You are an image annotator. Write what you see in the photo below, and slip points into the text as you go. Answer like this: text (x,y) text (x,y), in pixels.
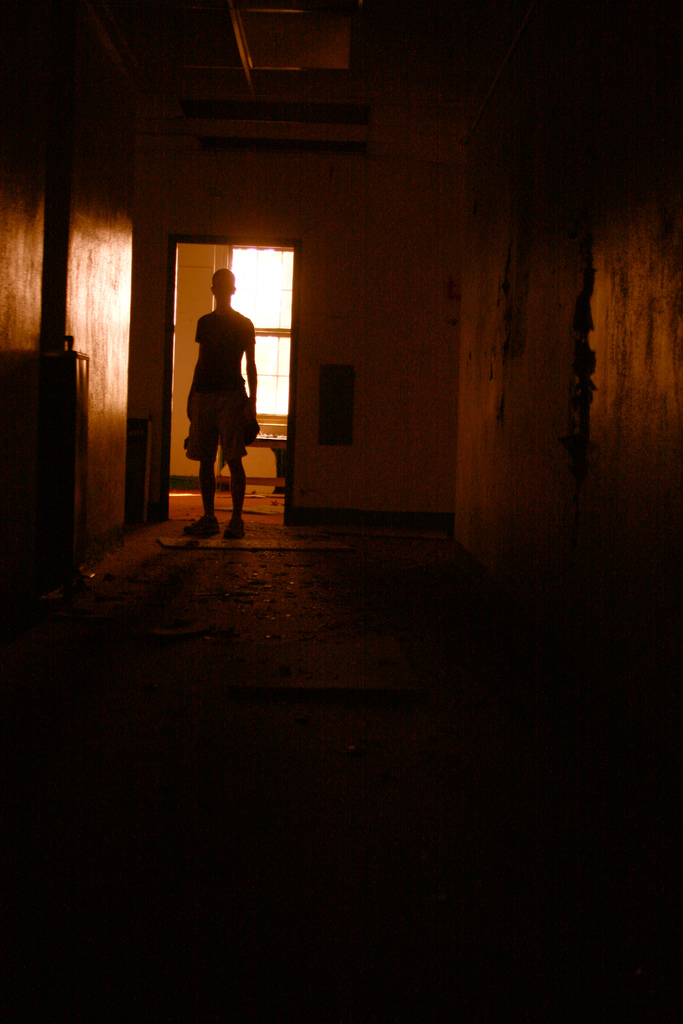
In this image, we can see a person (211,497) standing on the floor (333,575). In the middle of the image (276,358), we can see the walls (511,54), window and few objects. At the bottom of the image (289,907), we can see the dark view.
